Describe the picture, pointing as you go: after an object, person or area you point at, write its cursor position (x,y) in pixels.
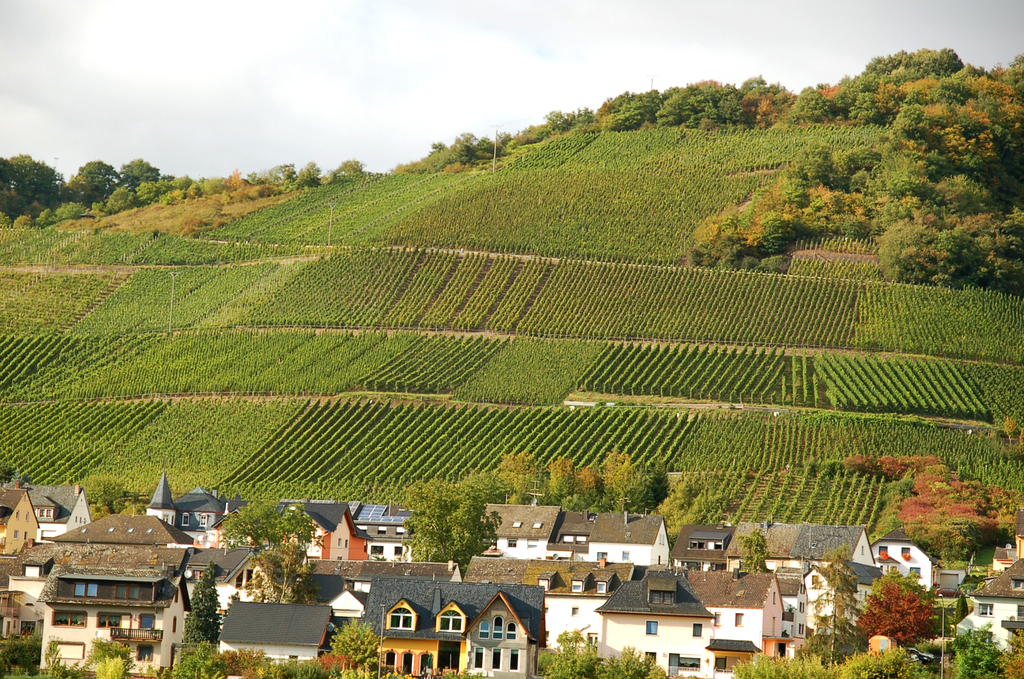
In the foreground of this image (313,662), there are trees (341,670) and buildings (576,602), In the background (507,332), there is greenery (753,300). On the top (376,30), there is the sky (562,30) and the cloud (791,30).
